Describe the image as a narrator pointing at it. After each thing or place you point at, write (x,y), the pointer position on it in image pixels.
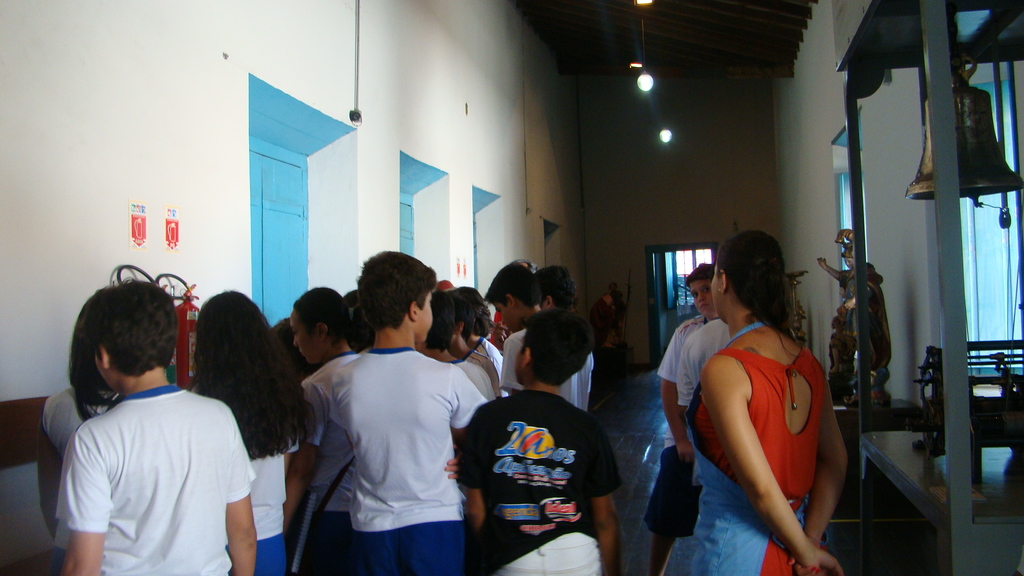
In this picture, we see people (332,397) standing. In front of them, we see a wall (171,196) and a fire extinguisher (191,340). Beside that, we see a door (269,221) and windows (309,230) in blue color. On the right corner of the picture (972,160), we see a bell (970,150) and on the top of the picture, we see lights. This picture might be clicked in the school (662,298).
